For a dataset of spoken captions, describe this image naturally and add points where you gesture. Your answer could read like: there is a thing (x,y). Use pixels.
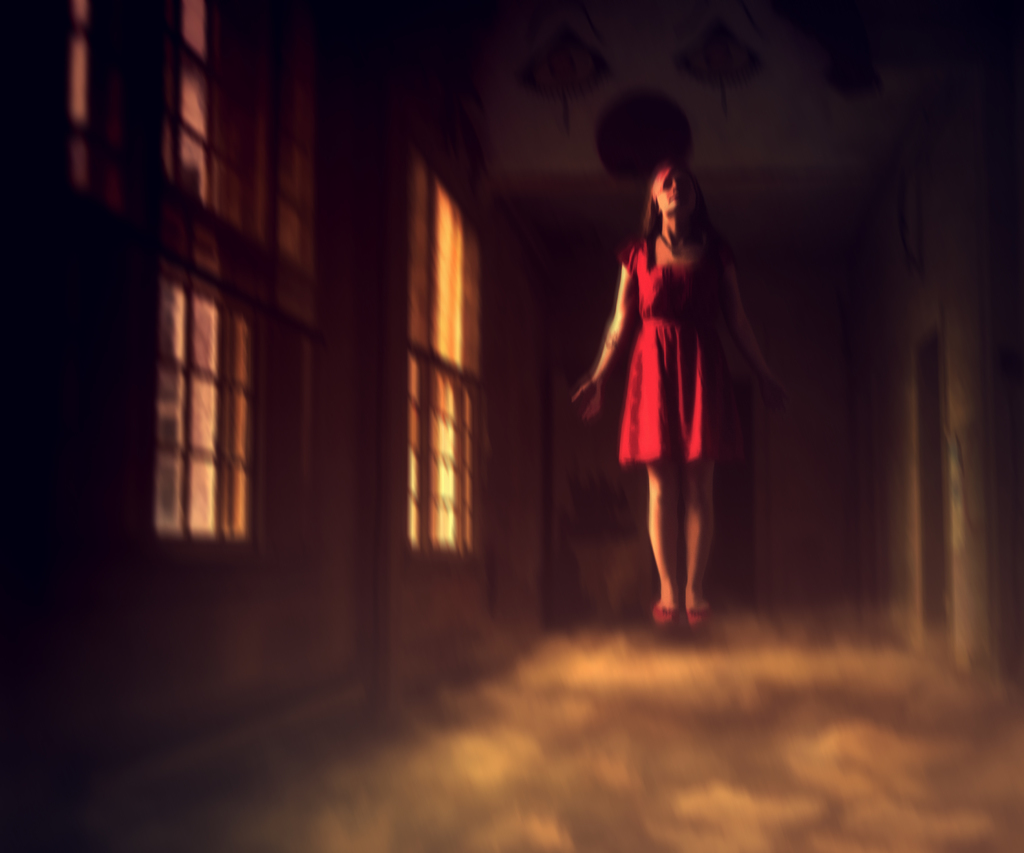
In this picture we can see a woman (675,349), she wore a red color dress (676,388), and we can see dark background (388,333).
